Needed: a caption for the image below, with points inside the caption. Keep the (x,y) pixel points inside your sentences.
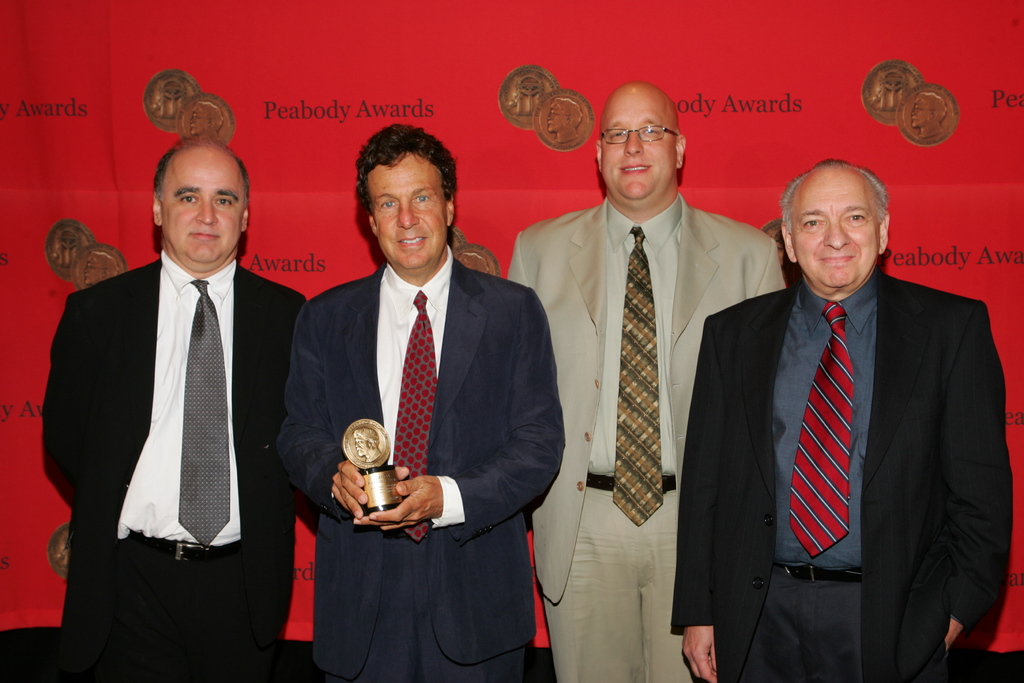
In the center of the image (362,337) there is a person (410,425) holding the award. Beside him there are a few other people (694,550) wearing a smile on their faces (634,97). Behind them there is a banner (436,53).
